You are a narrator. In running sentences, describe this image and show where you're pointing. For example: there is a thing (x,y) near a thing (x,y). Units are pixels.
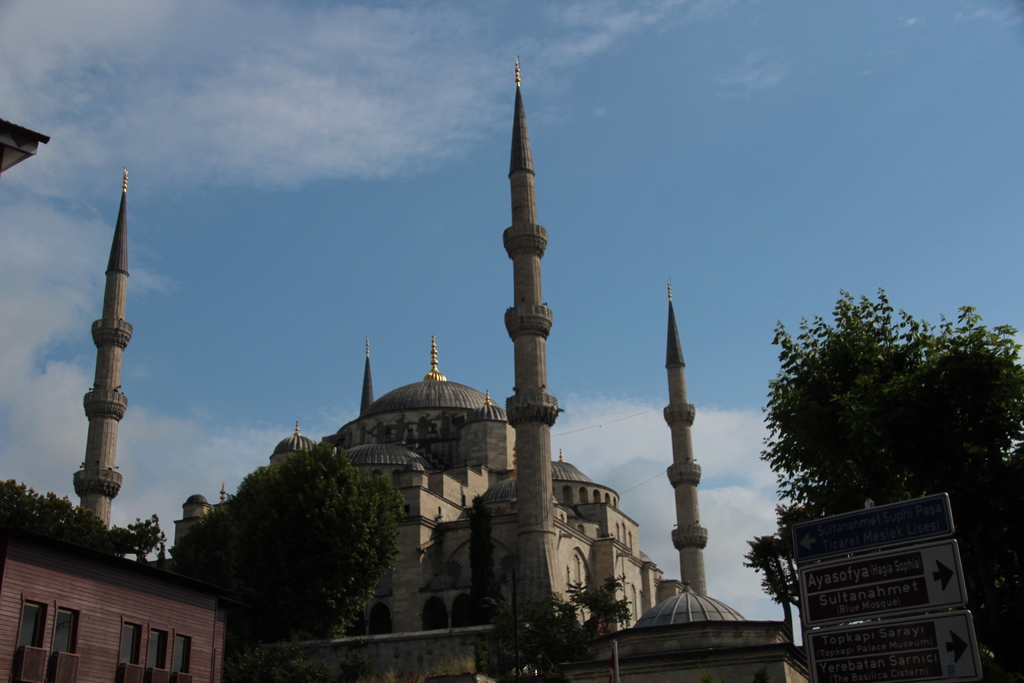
In this image, we can see a mosque (468,509), few trees (374,589), house (214,615). Right side (892,578) bottom, we can see sign boards (886,593). Background there is a sky (408,238).
